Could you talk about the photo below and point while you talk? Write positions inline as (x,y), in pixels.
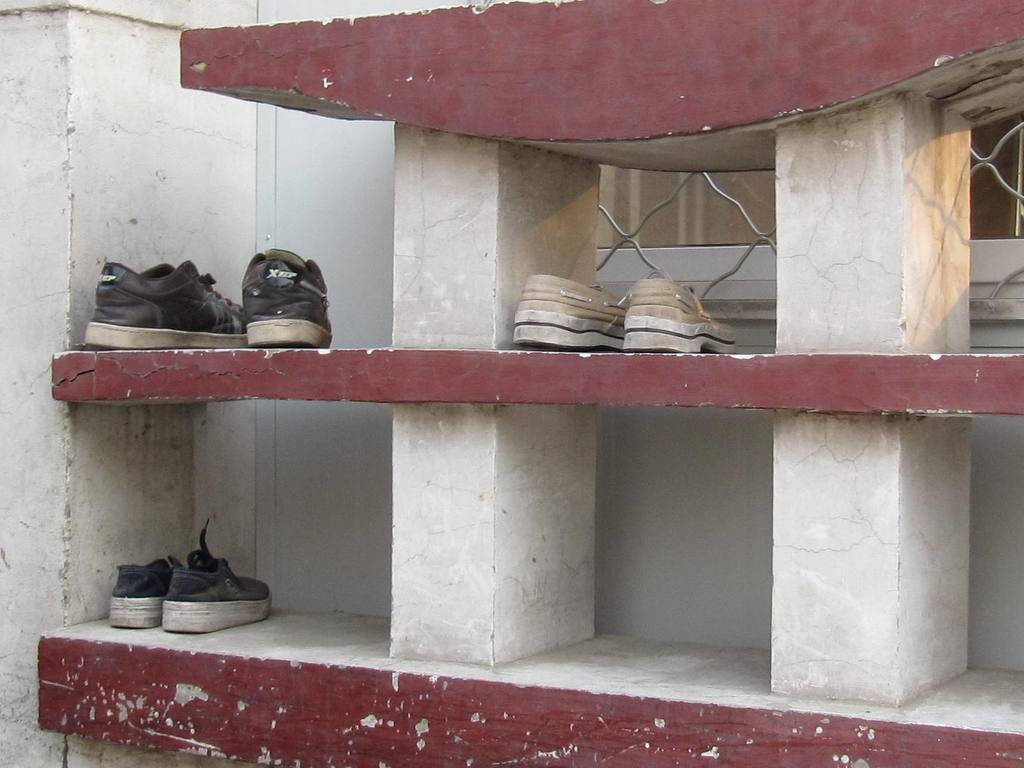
In this image there are three pairs of shoes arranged in an individual shelf (446,569).
